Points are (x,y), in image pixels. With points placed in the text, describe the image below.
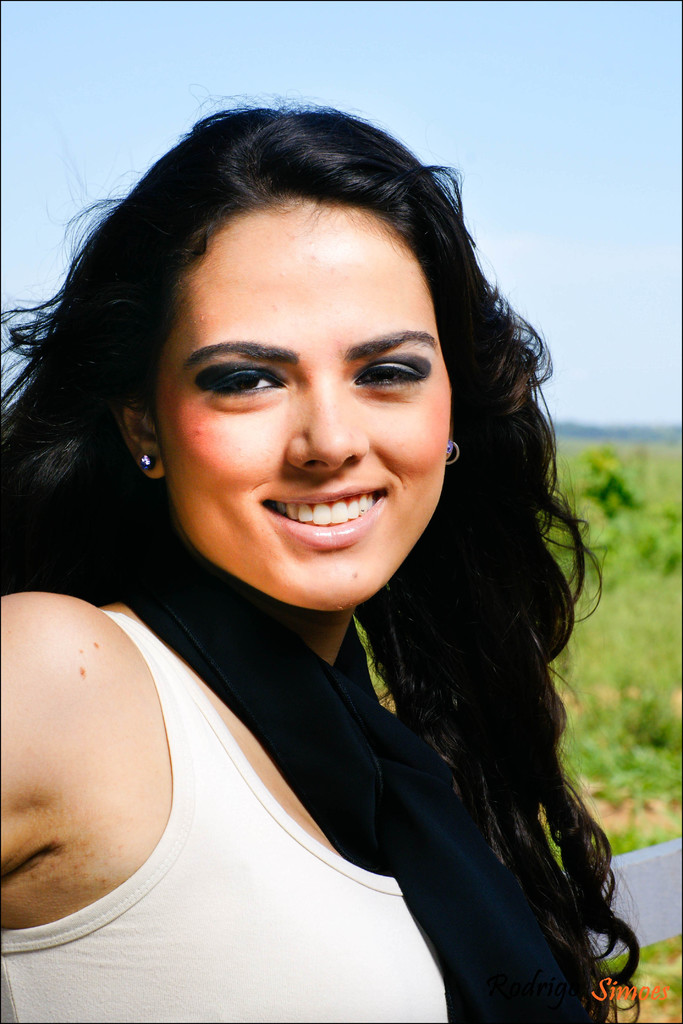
In this picture there is a woman (242,712) with white dress (352,986) is standing and smiling. At the back (594,451) there are trees (663,435). At the top (534,125) there is sky (615,123). At the bottom right (659,876) there is text (666,993) and there is a wooden object (638,874).
